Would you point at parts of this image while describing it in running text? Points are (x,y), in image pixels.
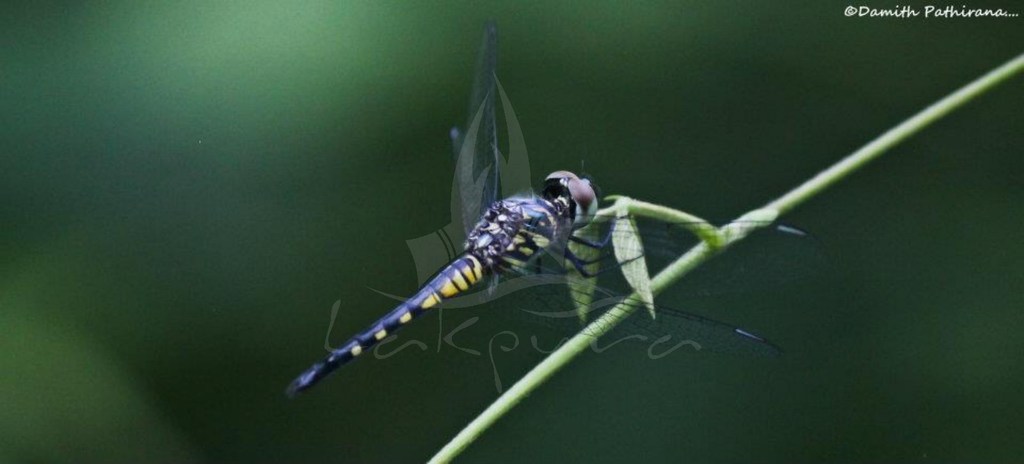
In front of the image there is a dragonfly (522,273) on the branch (548,365) of the tree (942,113) and the background of the image (807,123) is blur. There are some text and watermark (435,285) on the image.
